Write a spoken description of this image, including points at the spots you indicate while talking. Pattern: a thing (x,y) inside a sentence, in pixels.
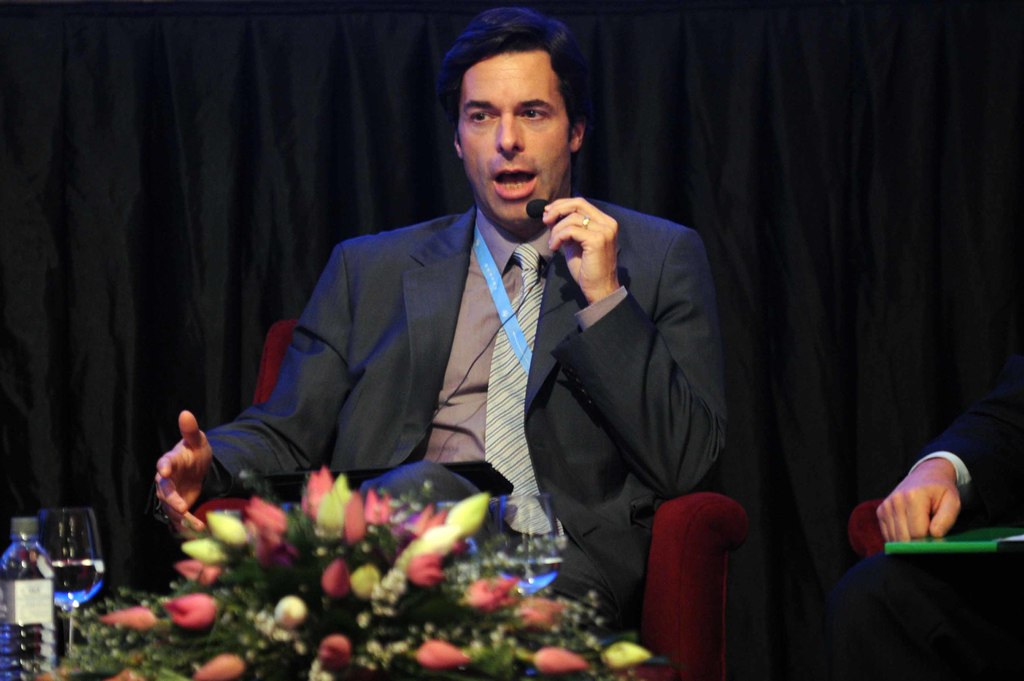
In this image I can see a man (413,377) wearing a black color suit (383,358), sitting on the chair (691,605) and speaking something on the microphone (536,209). In front of him there is a table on which a flower bouquet (293,589), bottle (44,601) and a glass (63,561) are placed. On the right side (979,573) I can see another person (964,595) is sitting on the chair (878,549) and holding a green color object (950,543) in hand (929,522). In the background (849,128) I can see a black color curtain (770,232).
